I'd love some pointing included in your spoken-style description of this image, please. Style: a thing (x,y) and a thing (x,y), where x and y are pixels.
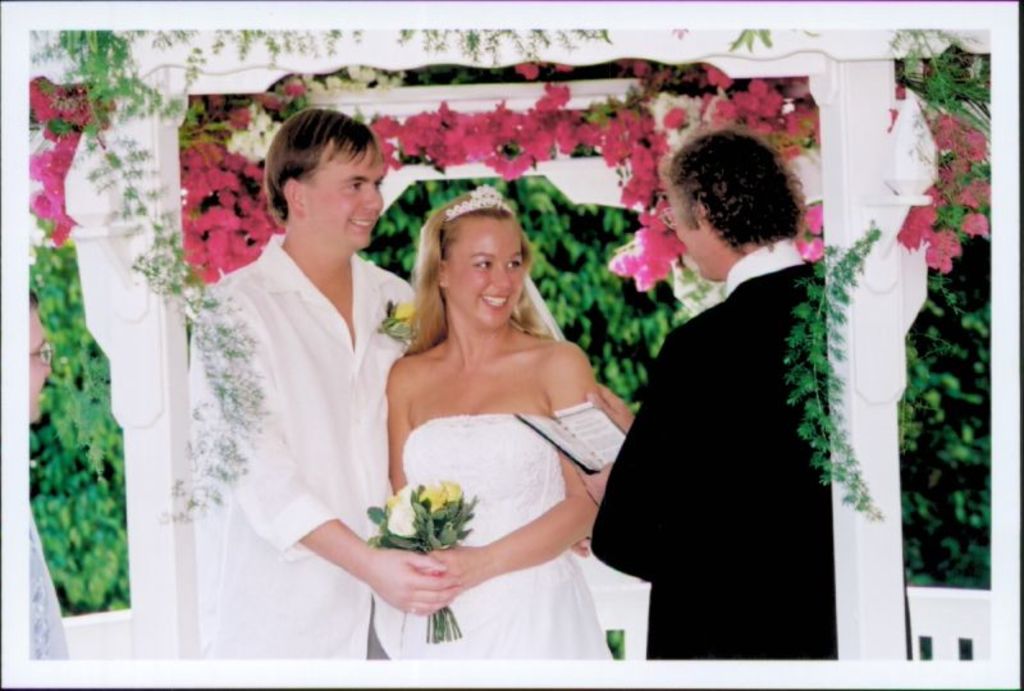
In this image we can see persons (460,343) holding bouquet (459,516) and book (546,439). In the background (534,73) we can see flowers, trees (968,453). On the left side of the image (46,362) we can see person (58,640).
